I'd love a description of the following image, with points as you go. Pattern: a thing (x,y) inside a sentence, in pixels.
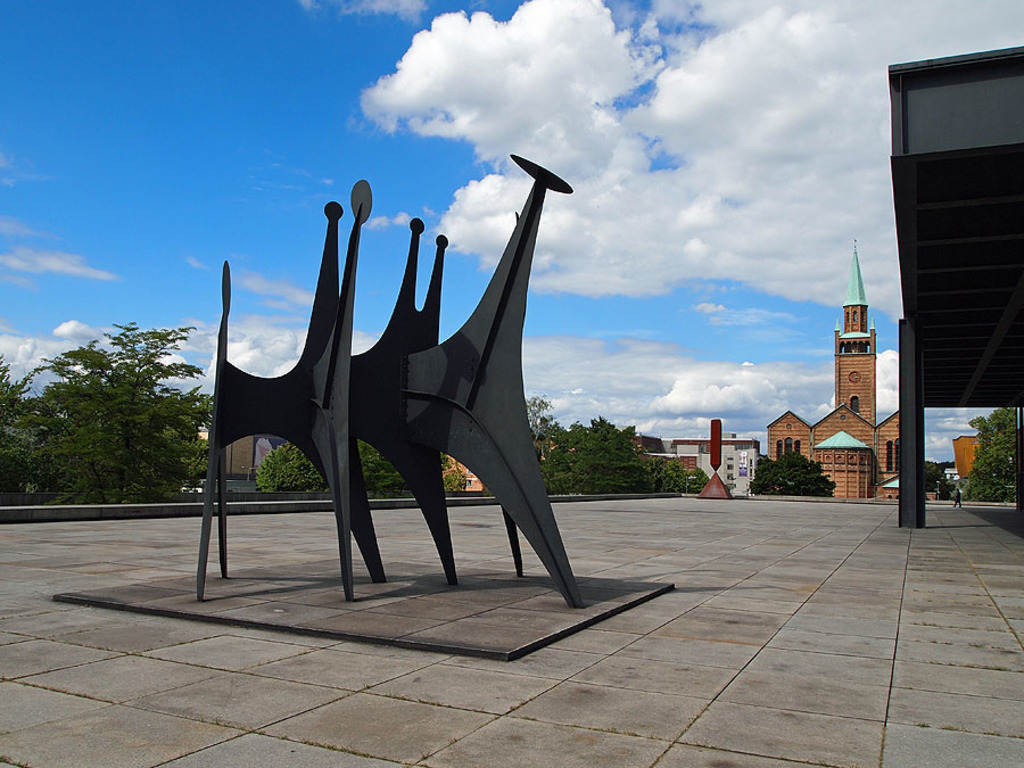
Here in this picture, in the front (325,429) we can see an architectural structure (295,441) present on the ground (328,528) and in the far we can see a clock tower (845,376) and buildings (726,443) present and we can also see plants (616,489) and trees (595,448) covered on the ground (961,510) and we can see people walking on the ground (972,516) and we can see clouds (651,357) in the sky (483,240).
